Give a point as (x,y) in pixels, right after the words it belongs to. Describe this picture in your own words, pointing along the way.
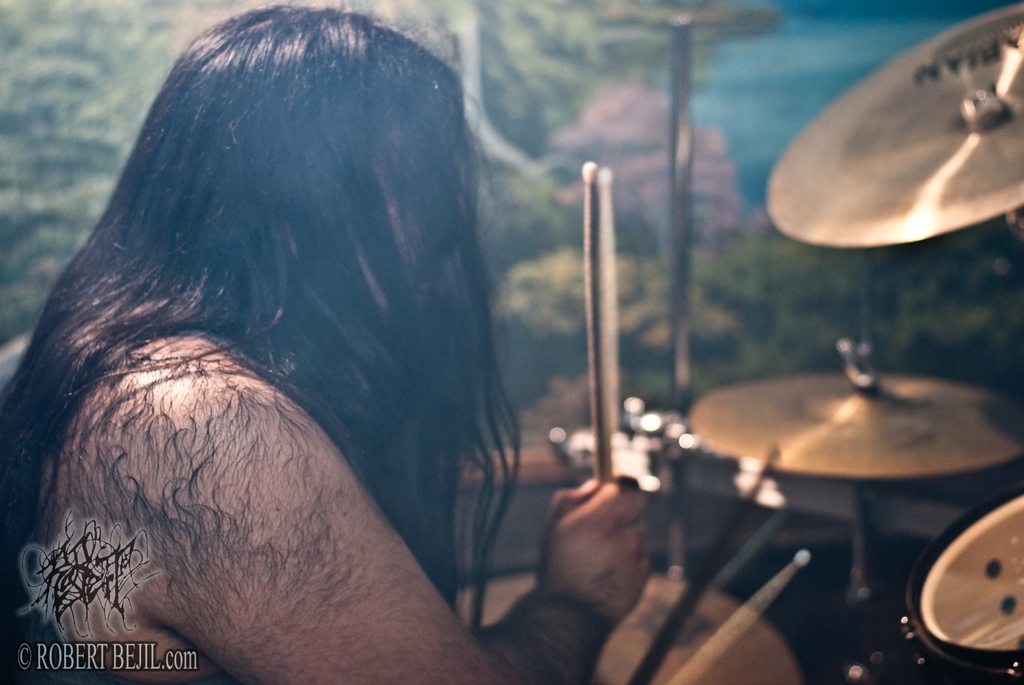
This picture shows a man (374,520) playing drums (723,413) with sticks (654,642) in his hands (632,567) and we see watermark (172,644) at the bottom left corner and we see a frame (917,301) on the wall (530,5).
